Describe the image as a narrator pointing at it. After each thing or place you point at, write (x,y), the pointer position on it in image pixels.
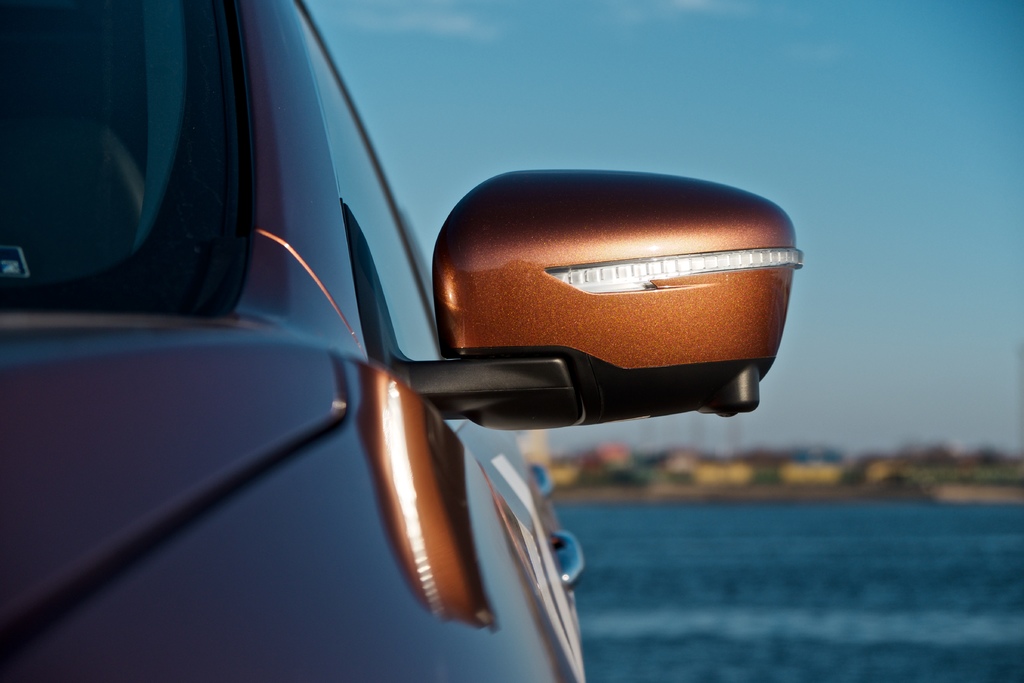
On the left side (201,465) there is a car (165,512) where we can see the side mirror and side face of the car (336,408). In the background (693,502) the image is blur but we can see a water (983,672), shore (709,488) and sky (659,116).
